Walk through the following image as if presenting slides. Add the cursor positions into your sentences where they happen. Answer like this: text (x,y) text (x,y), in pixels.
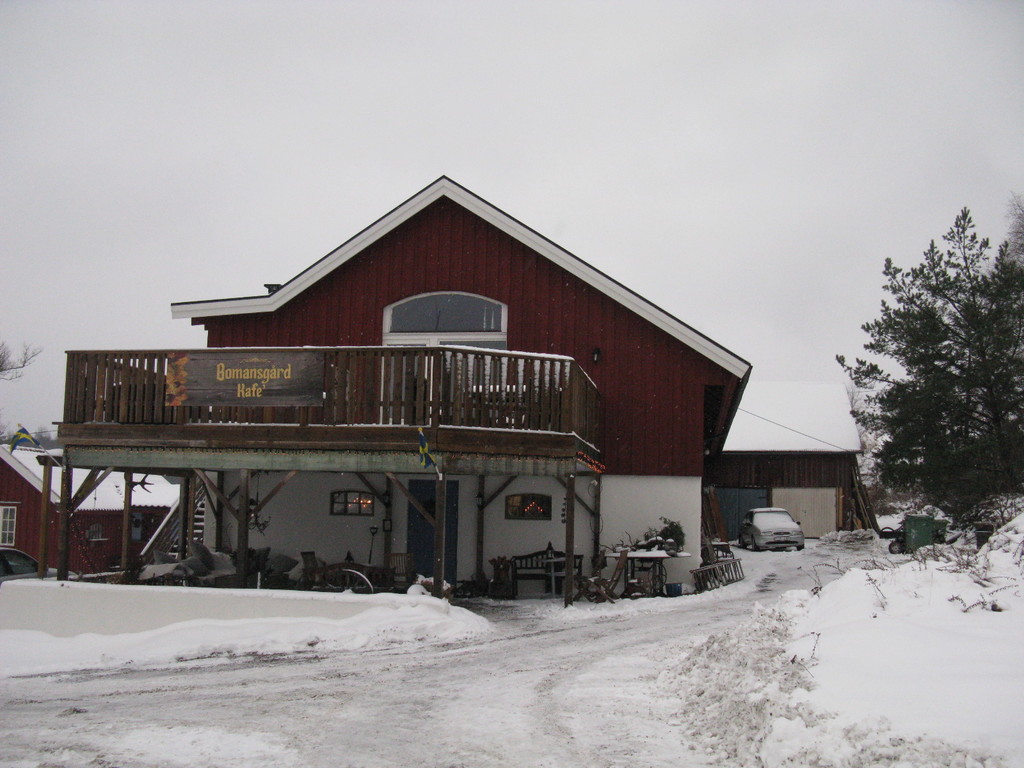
In this image we can see houses (375,430), wooden objects (517,558) and cars (22,561). At the bottom of the image (242,660), we can see snow (760,664). On the right side of the image (903,406), we can see trees (995,482) and an object (931,534). At the top of the image (458,92), we can see the sky (395,200).
